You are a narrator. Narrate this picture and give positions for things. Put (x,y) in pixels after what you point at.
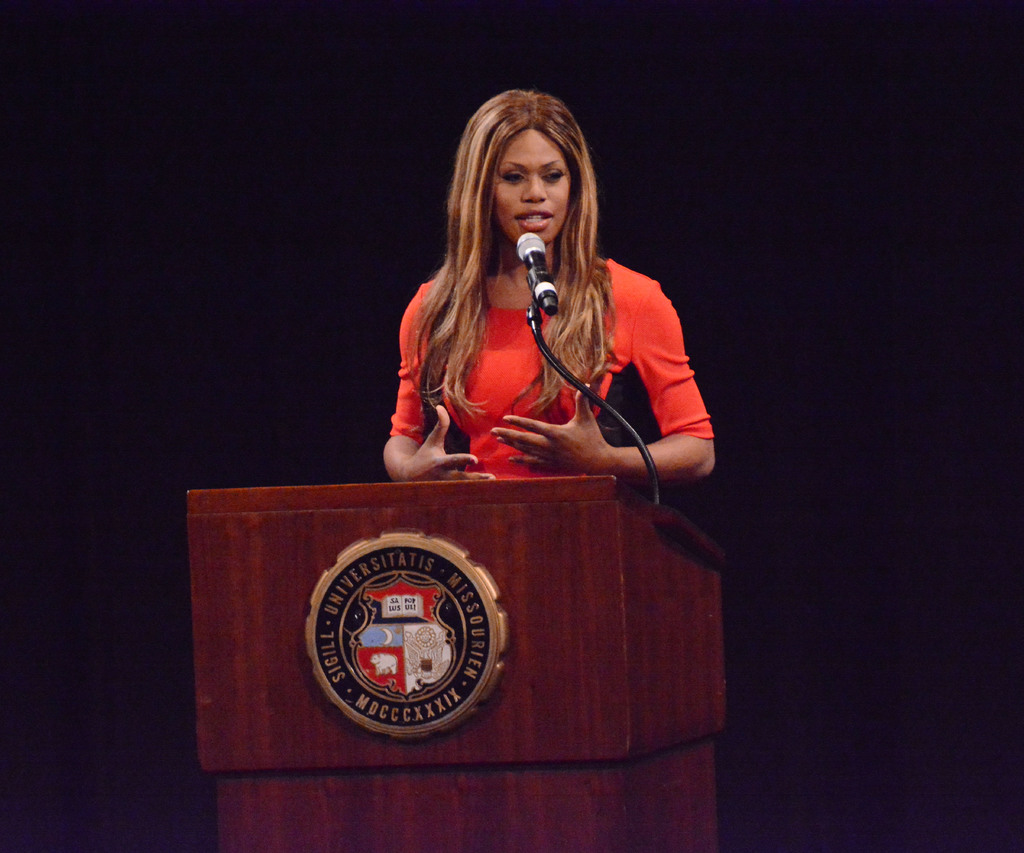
In this image we can see a woman (528,338) wearing red color dress (675,408) standing behind wooden podium (506,662) on which there is some sticker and there is microphone (649,460) on it and in the background of the image (204,242) there is black color.
